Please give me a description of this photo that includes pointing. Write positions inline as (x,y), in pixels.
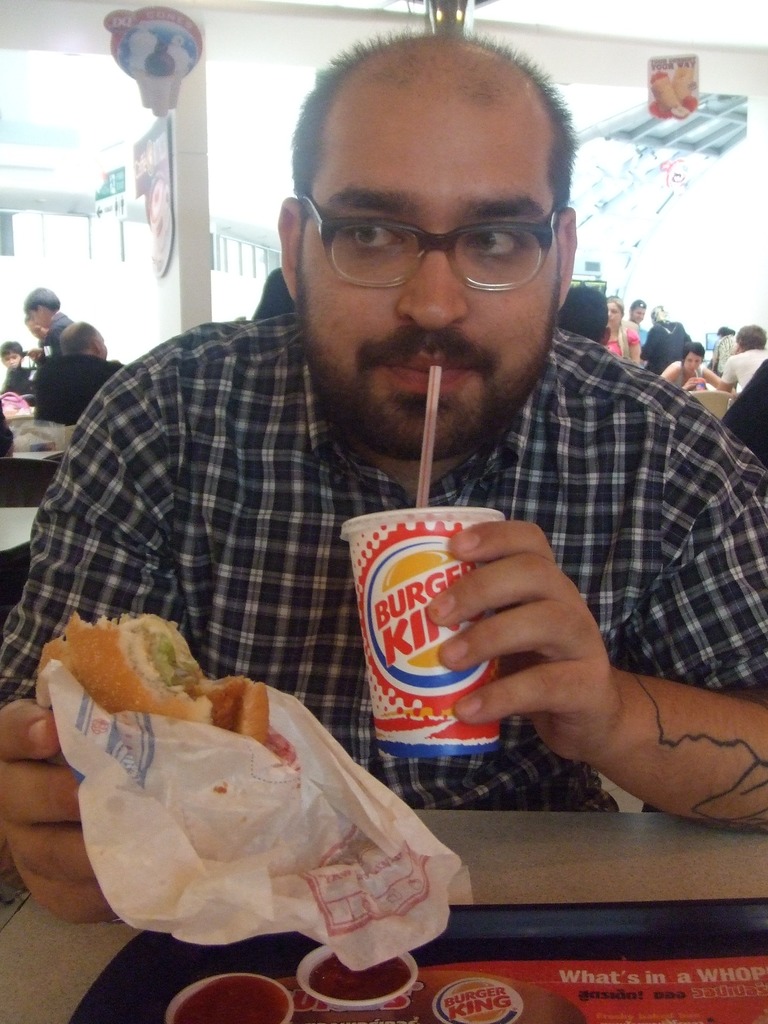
In this image we can see a man (502,657) holding a glass (443,636) and a burger (116,729) in his hands (550,695). At the bottom (568,940) there is a table (109,941) and we can see a tray (297,986) placed on the table (114,930). In the background (29,381) there are people (51,385) and we can see a wall (207,246). There are boards (156,184).
